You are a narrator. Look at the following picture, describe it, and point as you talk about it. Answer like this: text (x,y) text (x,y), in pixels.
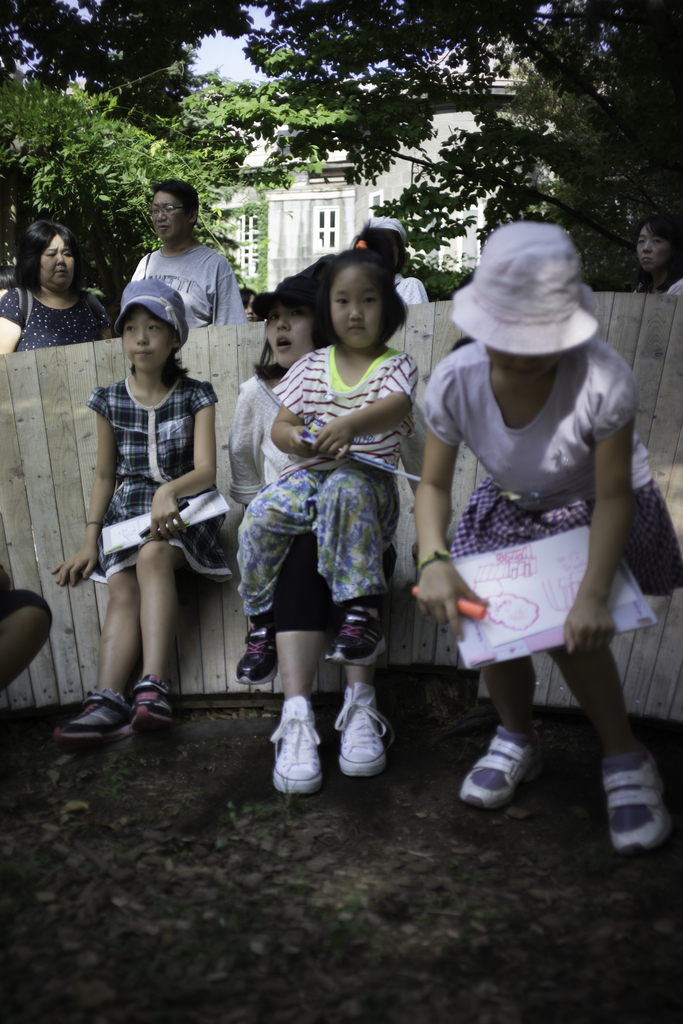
In this picture we can see group of people (362,519), few people (443,491) wore caps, in the background (297,257) we can see few trees (278,168) and a building (331,188).
